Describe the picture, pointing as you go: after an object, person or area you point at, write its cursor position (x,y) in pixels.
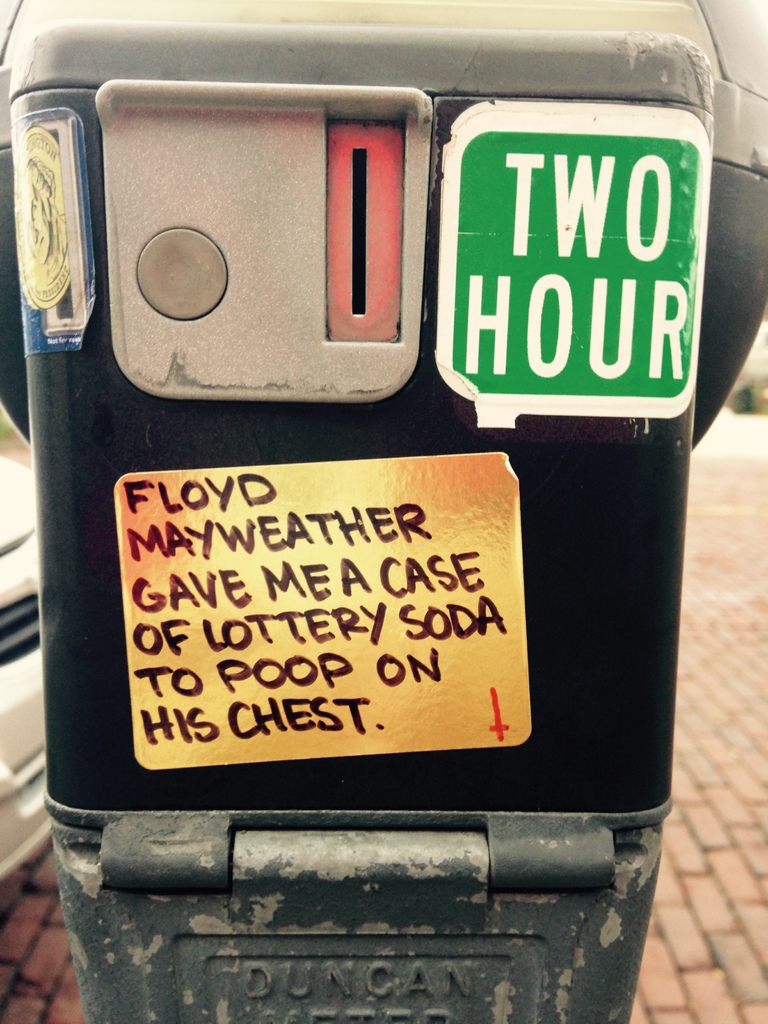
In this image in the foreground (430,545) there is one box (475,269) and on the box (316,300) there is one text (206,643) and in the background (20,648) there are some vehicles (20,648), at the bottom (714,884) there is a walkway (709,710).
